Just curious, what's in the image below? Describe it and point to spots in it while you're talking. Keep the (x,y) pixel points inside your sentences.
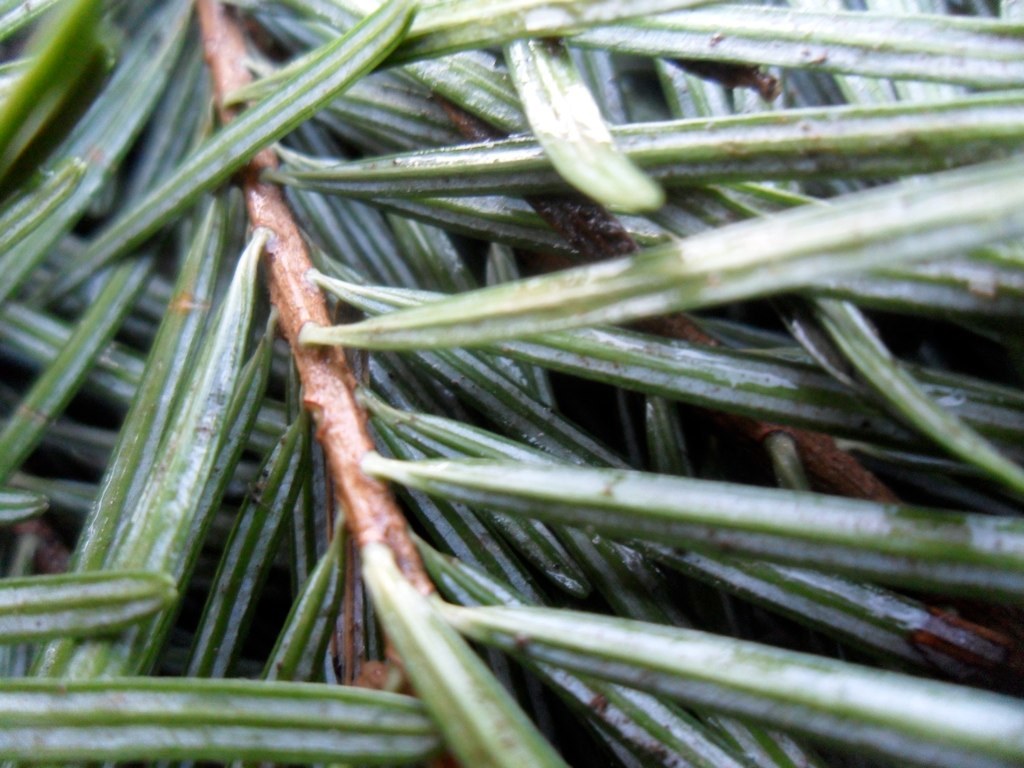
It is a zoomed in picture of leaves (626,477) and stems (305,290).
